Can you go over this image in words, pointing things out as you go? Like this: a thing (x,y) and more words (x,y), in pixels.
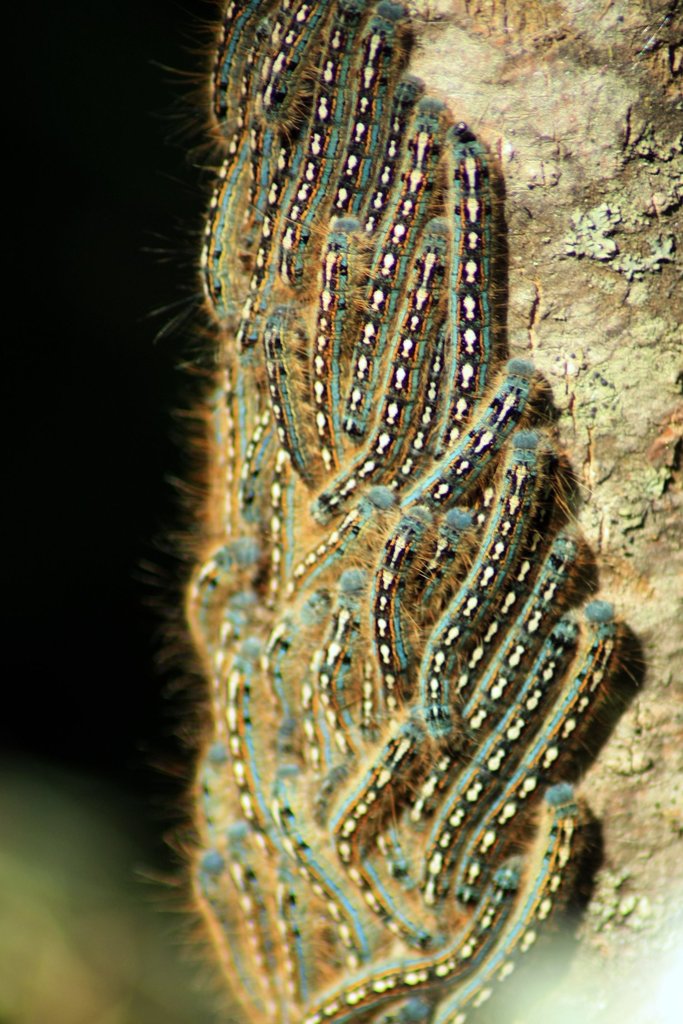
In this picture we can see a group of insects (256,634) on a wooden surface (652,257) and in the background (119,379) it is dark.
